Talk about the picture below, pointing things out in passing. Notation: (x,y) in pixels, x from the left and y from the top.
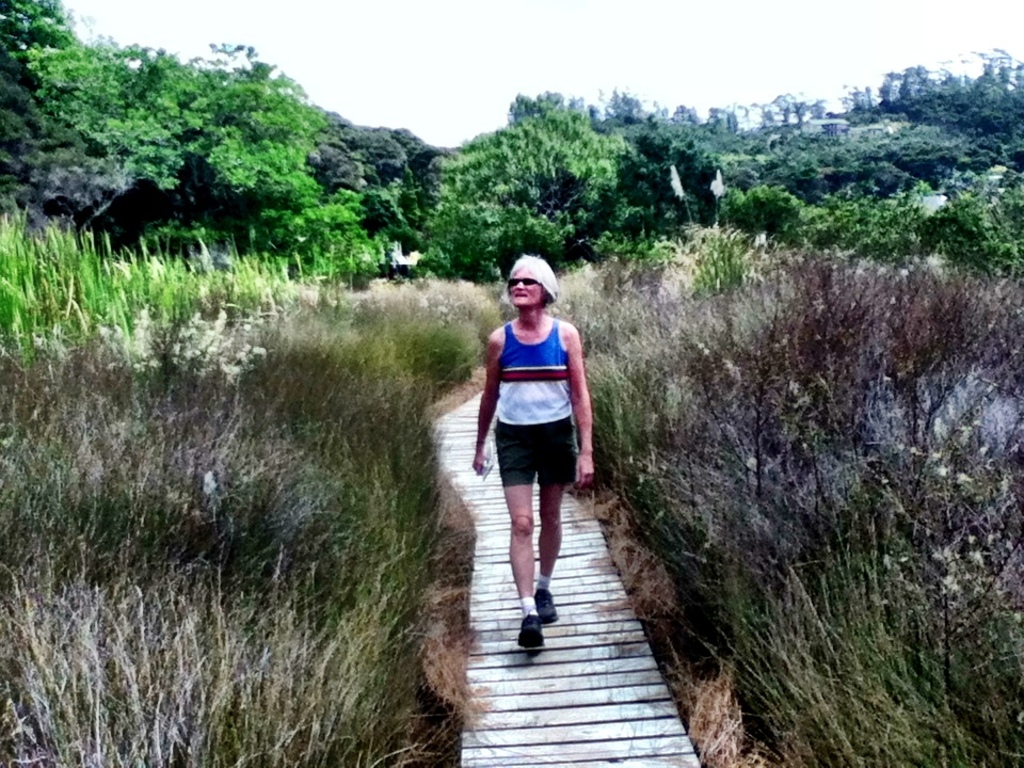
In the picture i can see a woman (532,456) wearing T-shirt (519,407), short (532,440), shoes (528,628) and goggles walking through the walkway (499,564) which is of wooden surface (545,657), there are some plants (422,365) on left (125,285) and right side of the picture (741,226) and in the background of the picture (548,218) there are some trees (417,184) and clear sky (348,70).
